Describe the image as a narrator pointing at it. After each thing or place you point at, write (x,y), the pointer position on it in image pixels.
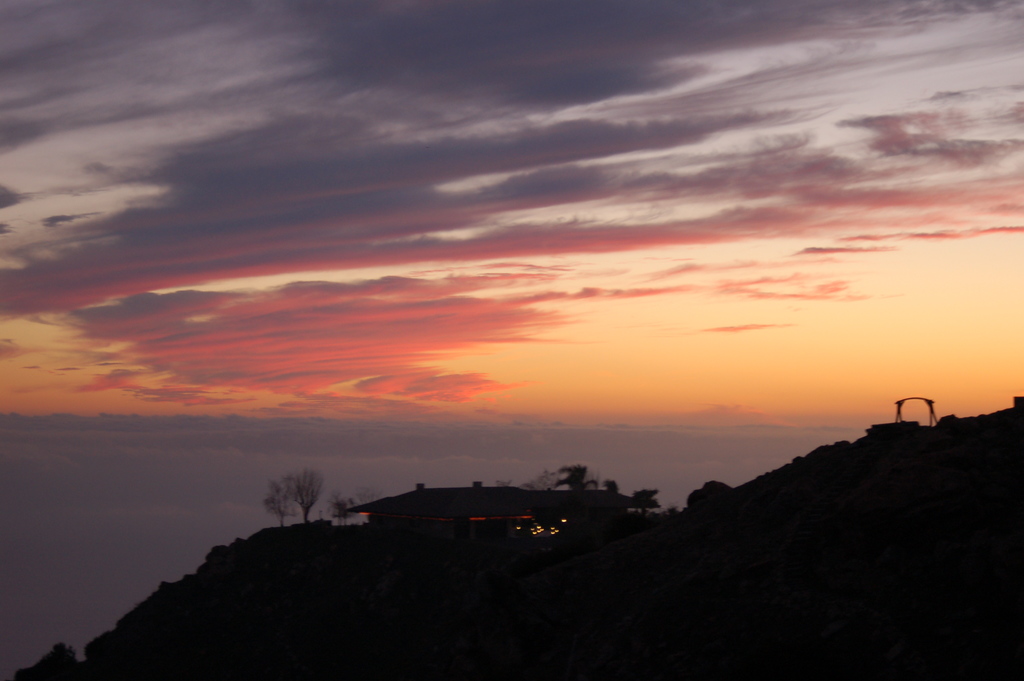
There is a house (583,521), there are trees (285,505) on the hill (725,569). In the background (656,477), there are clouds (329,376) in the sky (725,345).
